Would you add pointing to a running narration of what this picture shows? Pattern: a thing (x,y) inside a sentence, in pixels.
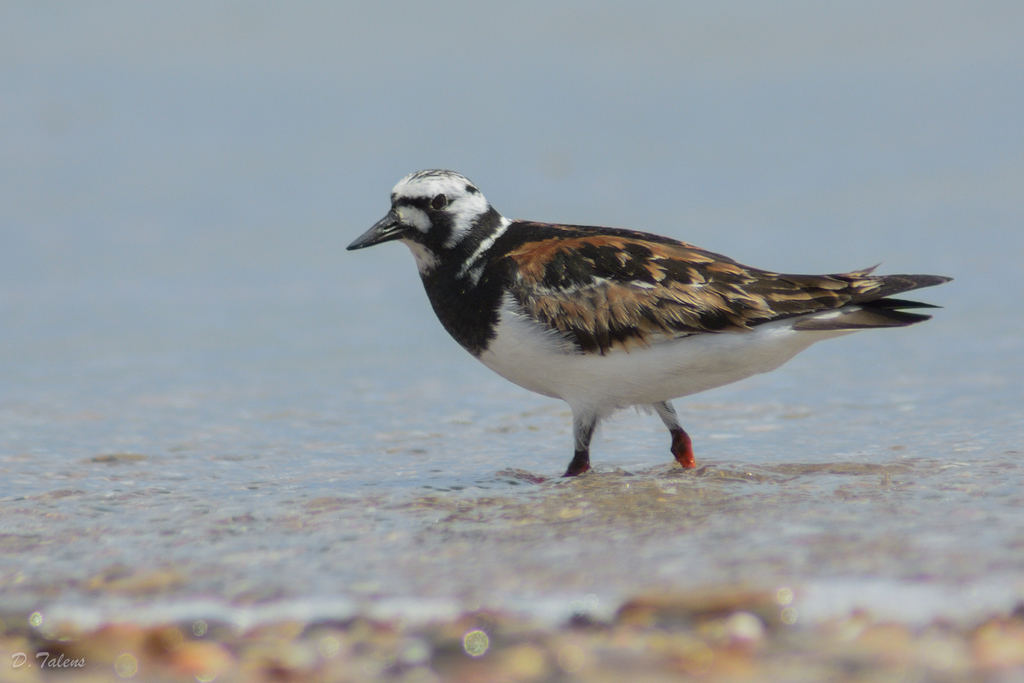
This picture is clicked outside. In the center (505,240) there is a bird (563,311) seems to be walking. In the foreground (354,558) there is an object (71,645) seems to be the ground (71,645). In the bottom left corner (64,657) there is a text (65,665) on the image.
